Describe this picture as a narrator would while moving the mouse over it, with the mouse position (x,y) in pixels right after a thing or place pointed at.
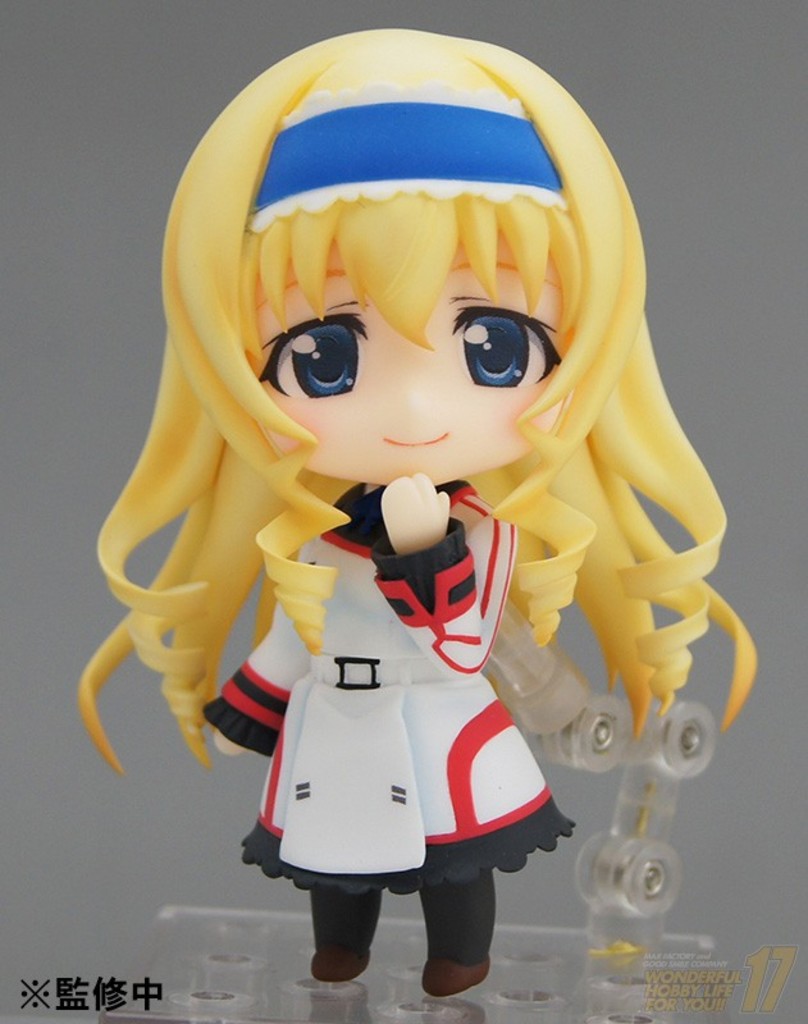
In the center of the image (441,451) we can see the depiction of a girl (531,539). We can also see some text (681,1003) in this image.
